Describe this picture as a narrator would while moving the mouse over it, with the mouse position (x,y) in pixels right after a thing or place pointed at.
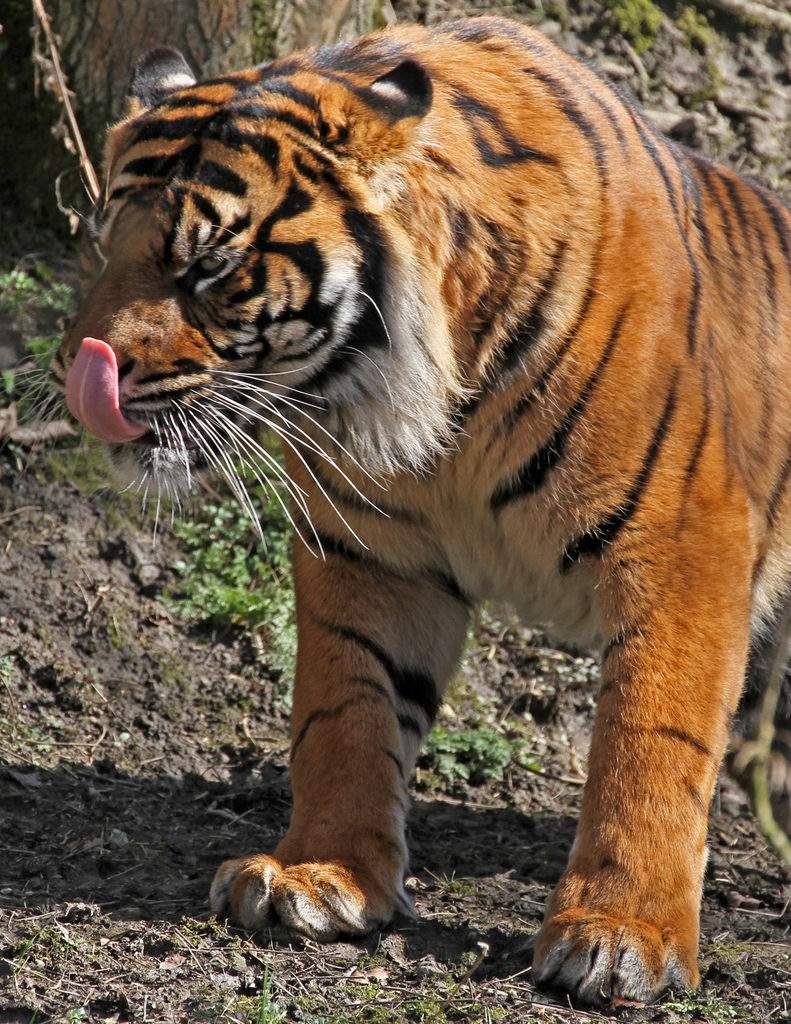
In this image I can see a tiger (662,518) on the ground (82,724). In the background (618,15) there are few plants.
